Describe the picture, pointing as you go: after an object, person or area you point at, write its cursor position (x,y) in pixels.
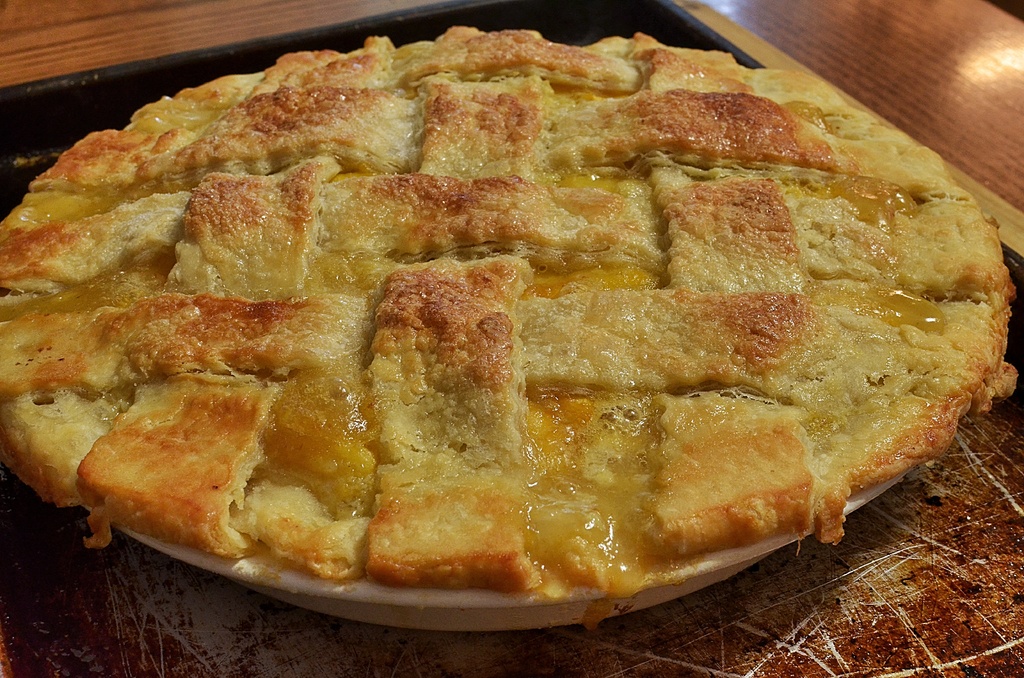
In this picture, we see a white plate (357,594) containing the apple pie (540,268) is placed on the brown table (833,71). In the background (974,91), it is brown in color.
